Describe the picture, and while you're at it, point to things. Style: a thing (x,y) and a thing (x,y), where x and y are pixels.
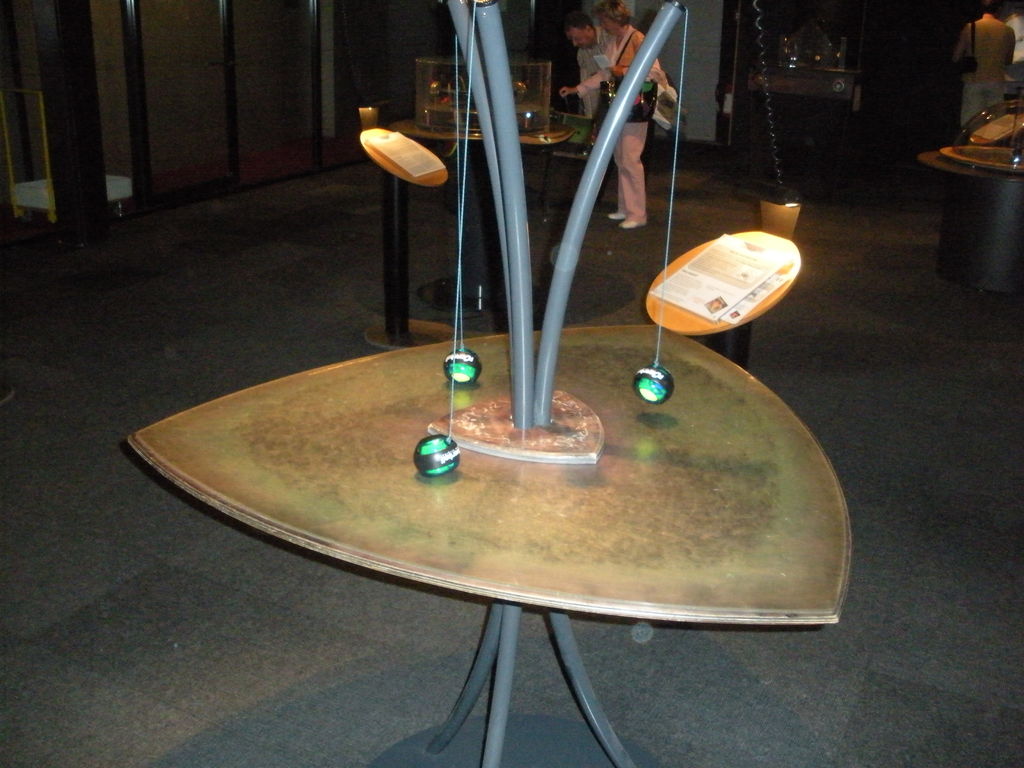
A table (550,392) is kept inverted on another table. There are three balls (445,372) hanged to the legs (486,21) of the table (467,24). There are few people (620,40) in the background (612,77).
